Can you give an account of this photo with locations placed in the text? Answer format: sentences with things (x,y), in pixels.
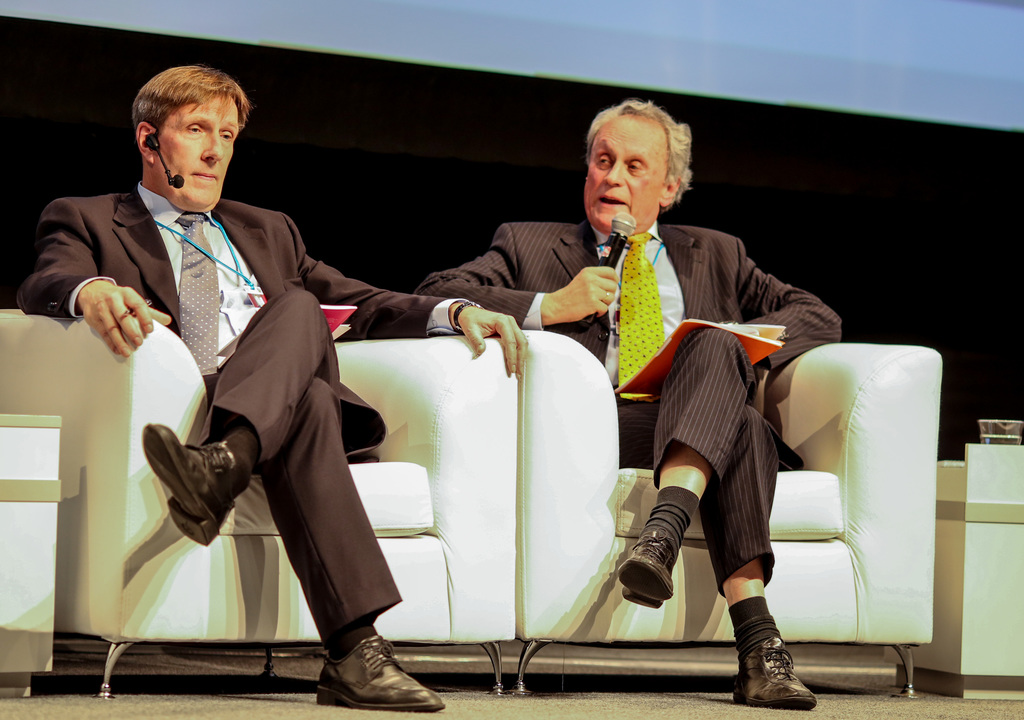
In the image there are two men (286,405) sitting on the Sofa (567,398), the second person (769,311) is speaking something through the mic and both of them are holding some books (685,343) on their lap (691,343).
